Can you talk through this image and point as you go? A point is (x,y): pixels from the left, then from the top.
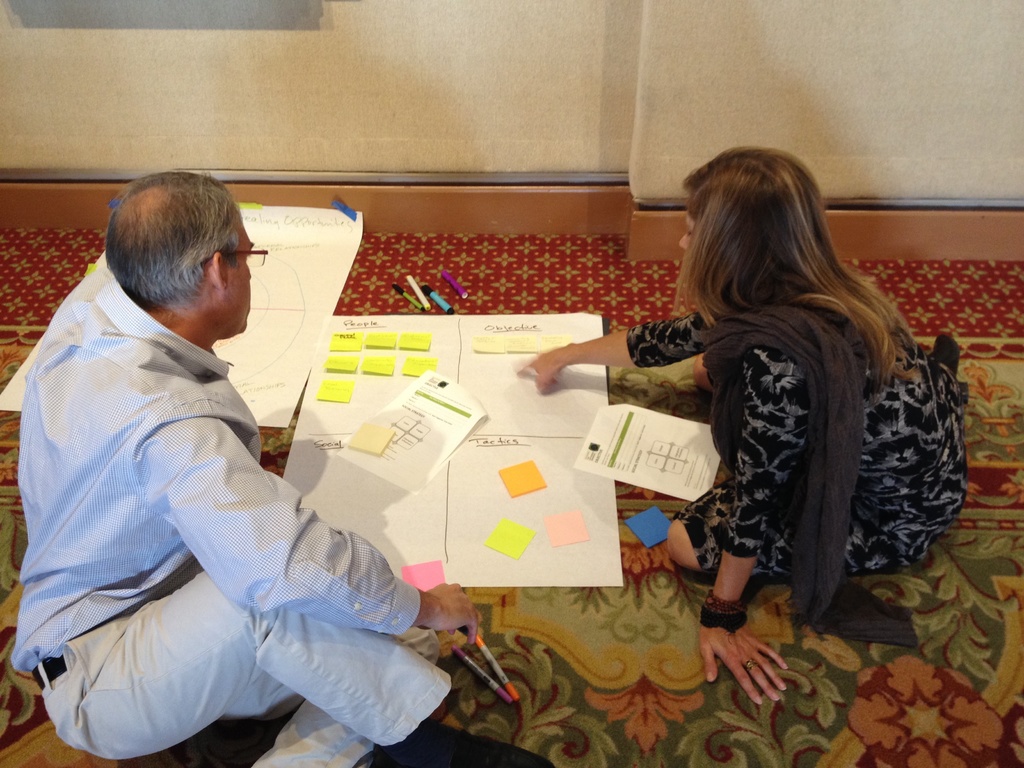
In the picture there are two people (701,333) sitting on the carpet (16,753) and in between them there are charts (313,321), sketches (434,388) and papers (453,389).
